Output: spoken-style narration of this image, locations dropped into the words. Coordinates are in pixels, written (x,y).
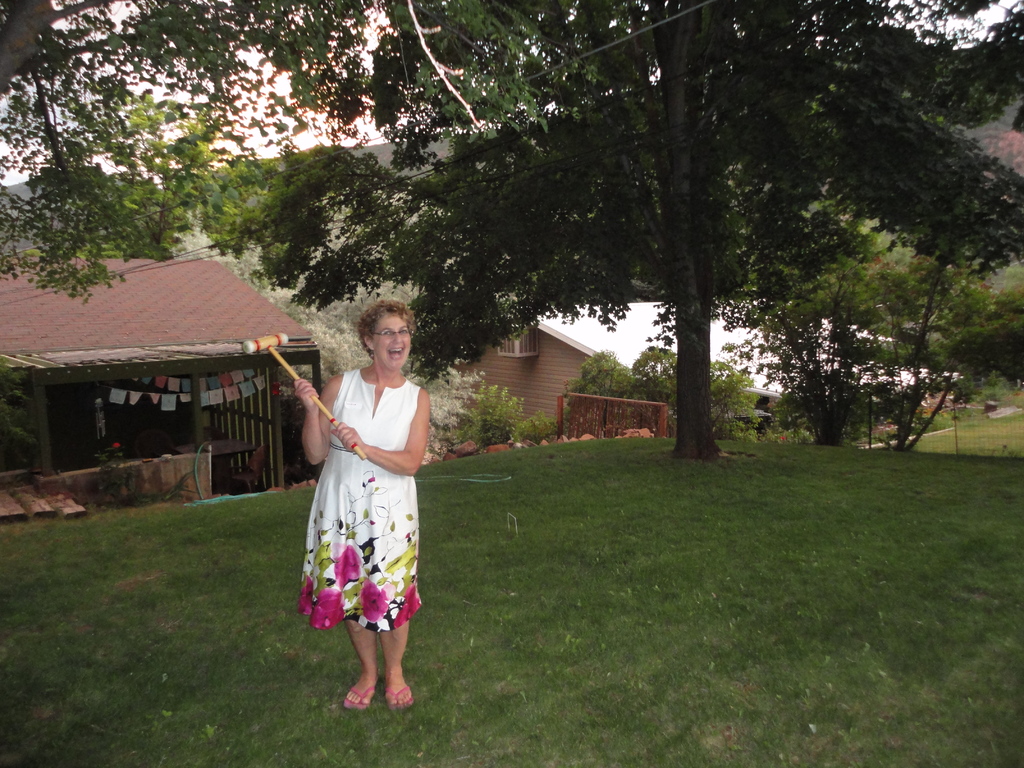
In this picture we can see a woman (377,317) holding a hammer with her hands (307,383) and standing on the ground (501,640) and smiling and in the background (353,338) we can see trees (315,298), houses (194,334), sky (287,95).
